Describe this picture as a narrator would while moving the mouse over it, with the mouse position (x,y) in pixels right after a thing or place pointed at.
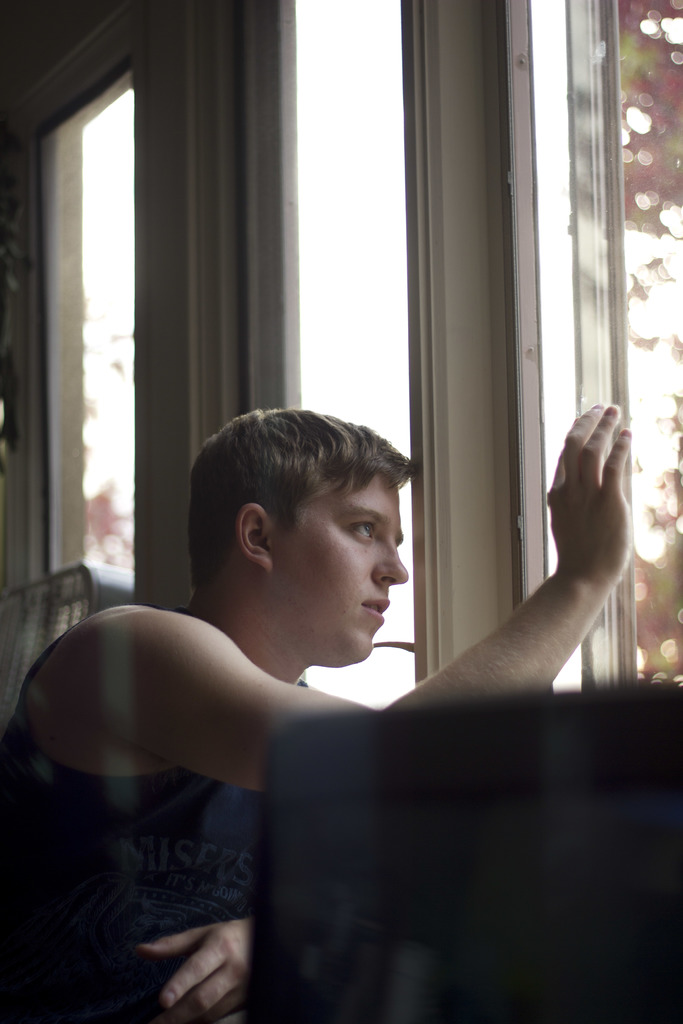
On the right side of the picture (549,350) we can see the windows (653,409). In this picture we can see the objects (267,839). This picture is mainly highlighted with a man (233,780) and he kept his hand (582,577) on the window glass (645,420).
